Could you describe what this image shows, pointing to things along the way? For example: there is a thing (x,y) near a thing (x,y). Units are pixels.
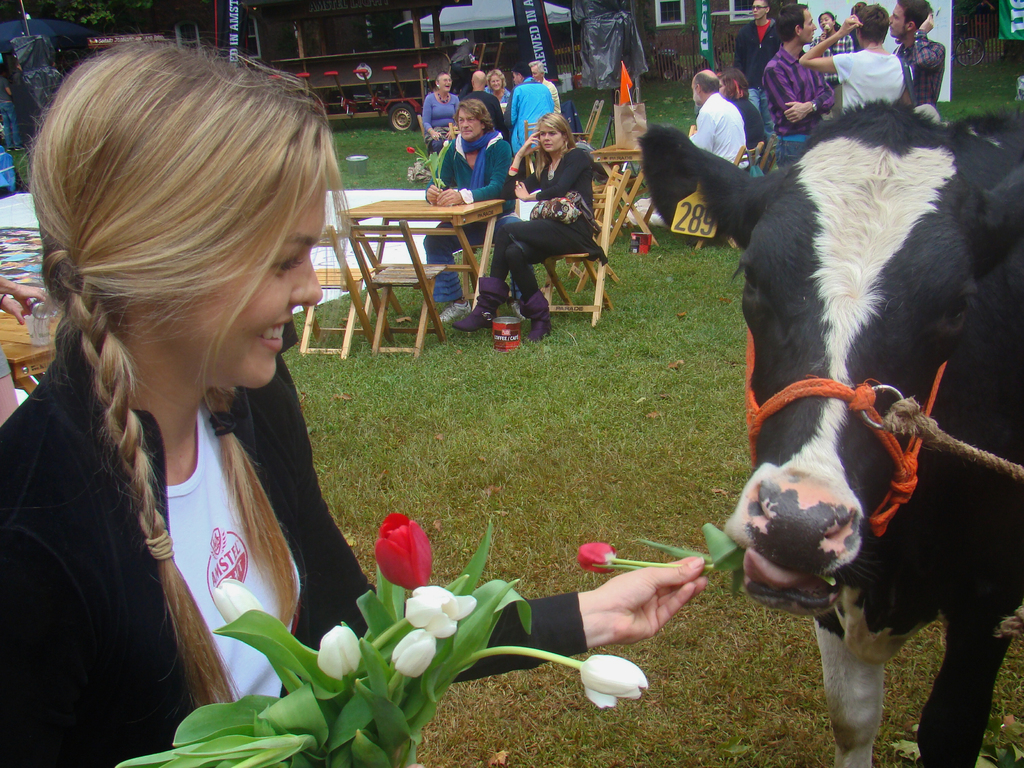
In this image we can see a few people (492,315), among them some are standing and some are sitting on chairs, we can see a person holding a bunch of flowers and feeding of the animal (870,245), in the background (643,22) we can see some vehicles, trees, houses (689,18), banners (709,25) and windows (747,3).
